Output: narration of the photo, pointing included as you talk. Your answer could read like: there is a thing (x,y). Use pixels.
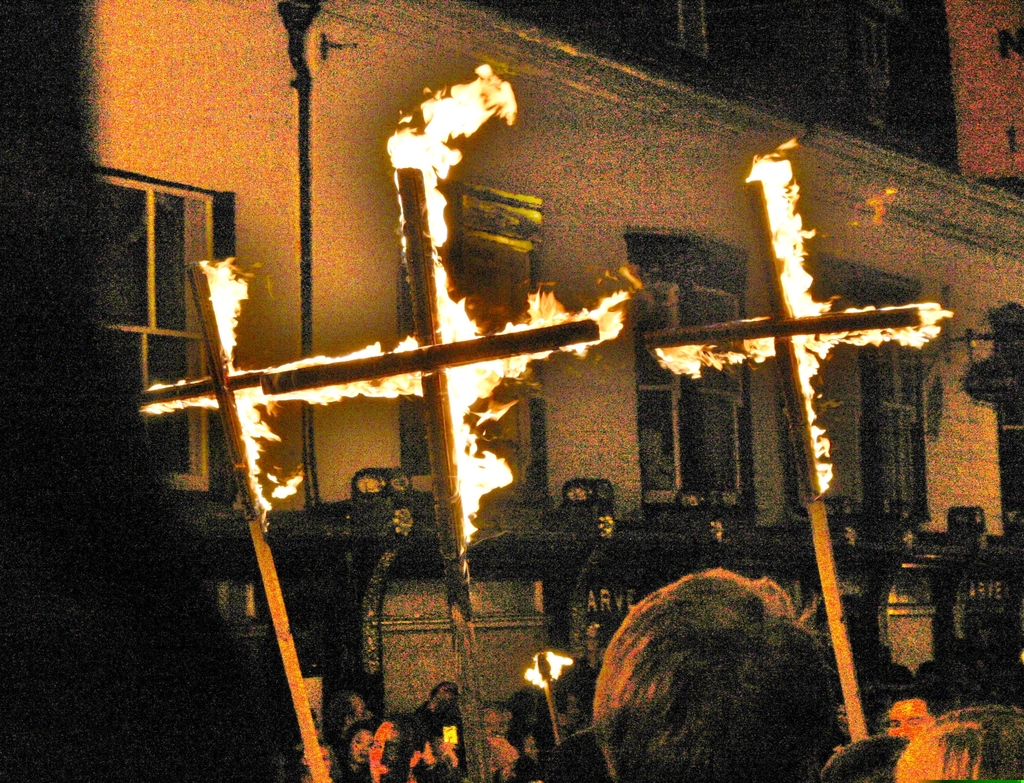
In this image, I can see the sticks (415,311) with the fire (353,360). At the bottom of the image (396,782), I can see the heads (533,711) of the people (727,683). In the background (286,226), I can see a building (711,195) with windows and there is a pole (308,296).
